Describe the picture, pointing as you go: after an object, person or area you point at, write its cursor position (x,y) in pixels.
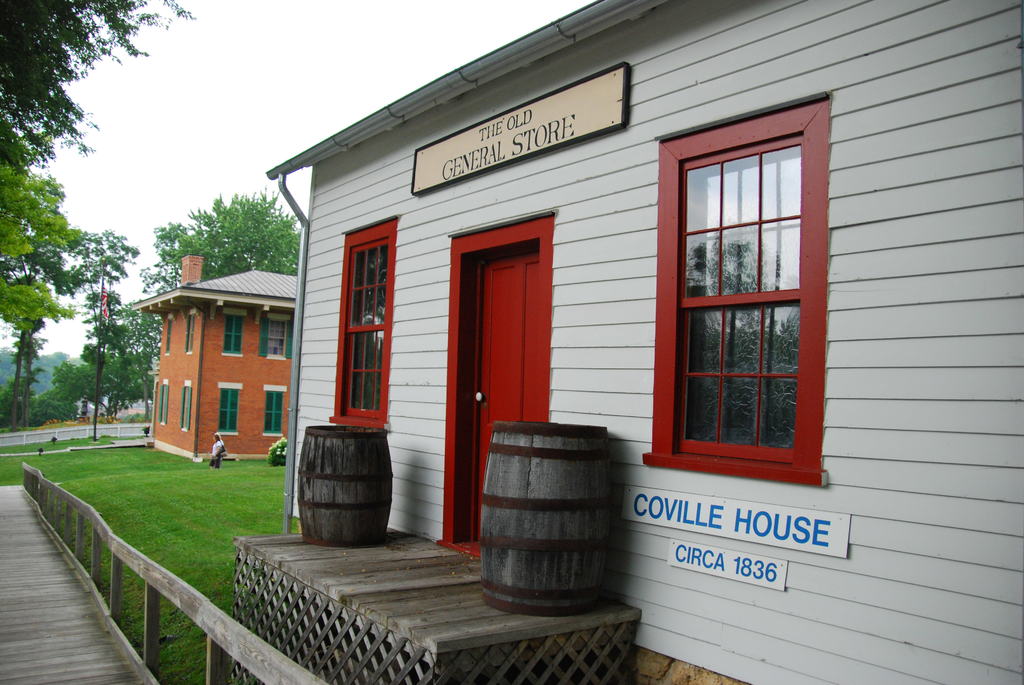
In this image, there are a few houses (285,476). We can see the ground (166,498) with grass (104,480). We can also see the fence (211,673) and a person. We can see some boards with text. We can see some trees (24,408) and plants (34,420). We can also see a few wooden barrels (522,553) on an object (505,629). We can also see the sky (143,251). We can see a pole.
